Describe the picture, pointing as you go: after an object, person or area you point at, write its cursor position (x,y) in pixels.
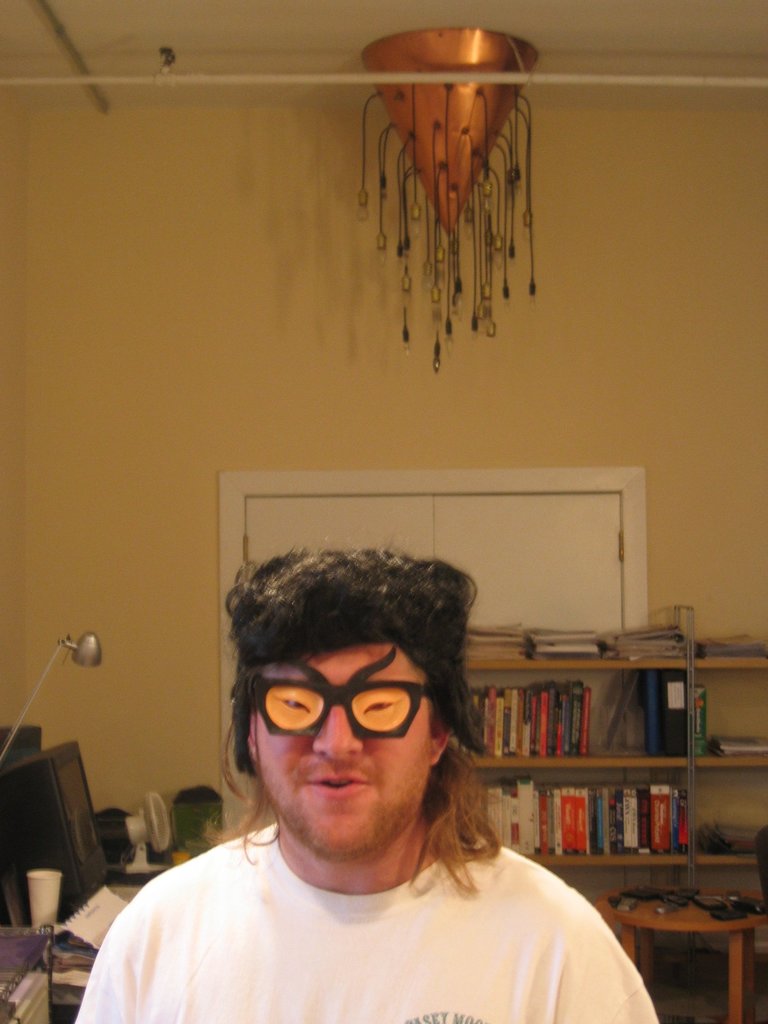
In this image I can see there is a man (520,884) standing and he is wearing a mask (307,708), in the background (501,726) there is a monitor (75,796), books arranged in the bookshelf (671,666) and there is a light (516,69) attached to the ceiling (505,8).
